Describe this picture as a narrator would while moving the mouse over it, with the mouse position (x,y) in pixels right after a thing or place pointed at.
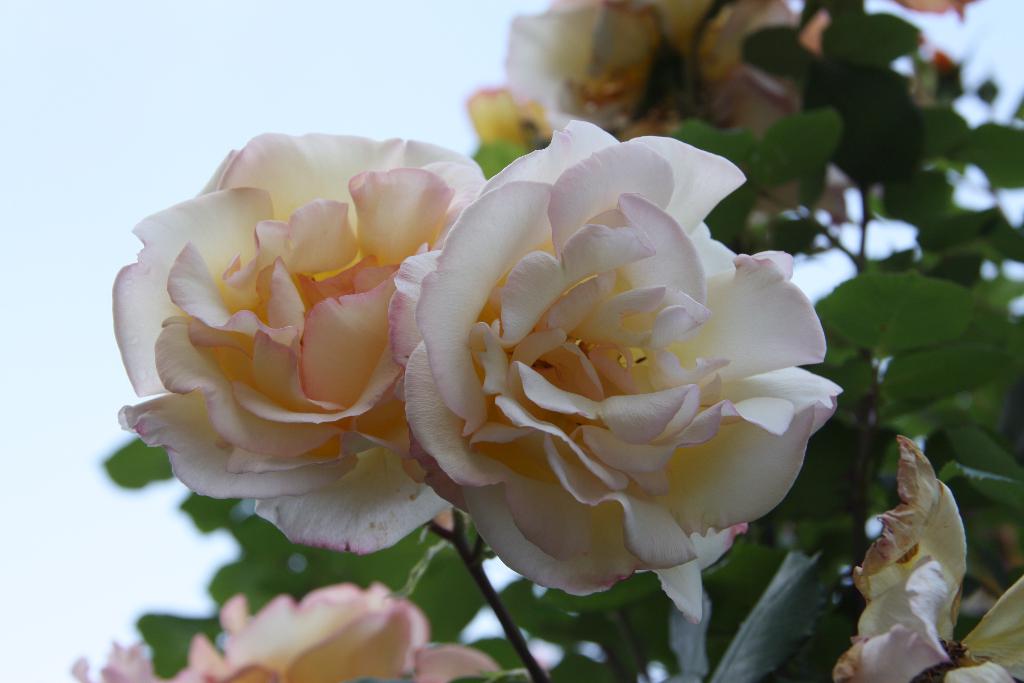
In the image we can see a flower (458,326), white and light pale red in color. These are the leaves (944,309) and a sky (95,125).
